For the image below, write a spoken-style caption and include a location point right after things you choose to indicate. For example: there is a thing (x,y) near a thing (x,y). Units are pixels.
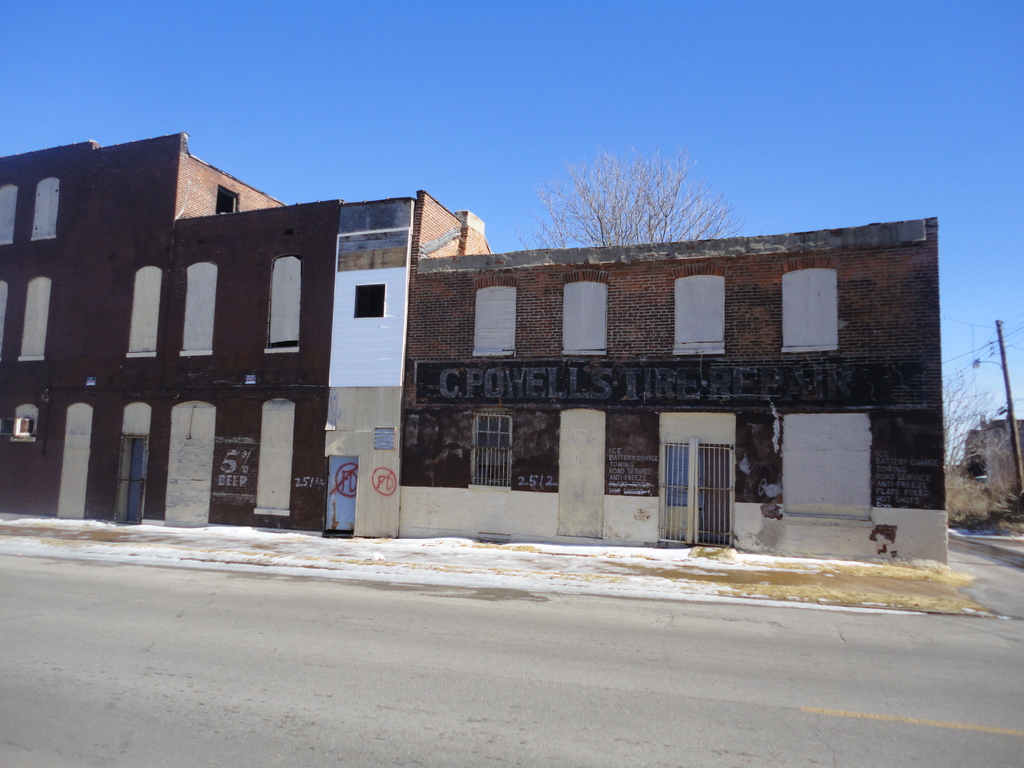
In this image there are buildings (736,389). At the bottom (343,674) there is a road (739,633). On the right (1020,461) there is a pole (999,343). In the background (669,199) there are trees (657,174) and sky (429,173).
